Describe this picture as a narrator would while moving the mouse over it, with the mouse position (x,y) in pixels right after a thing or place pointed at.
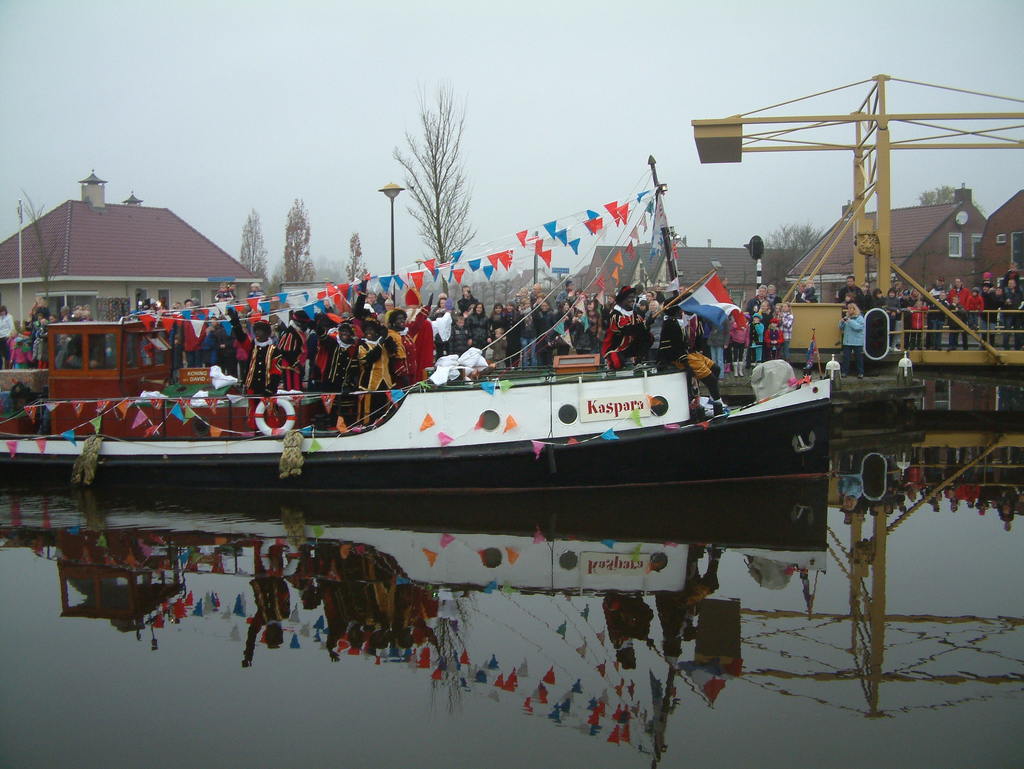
In this image we can see some people (395,329) standing in the boat (670,236) and we can also see houses (625,272), trees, water (469,502) and sky (650,25).
